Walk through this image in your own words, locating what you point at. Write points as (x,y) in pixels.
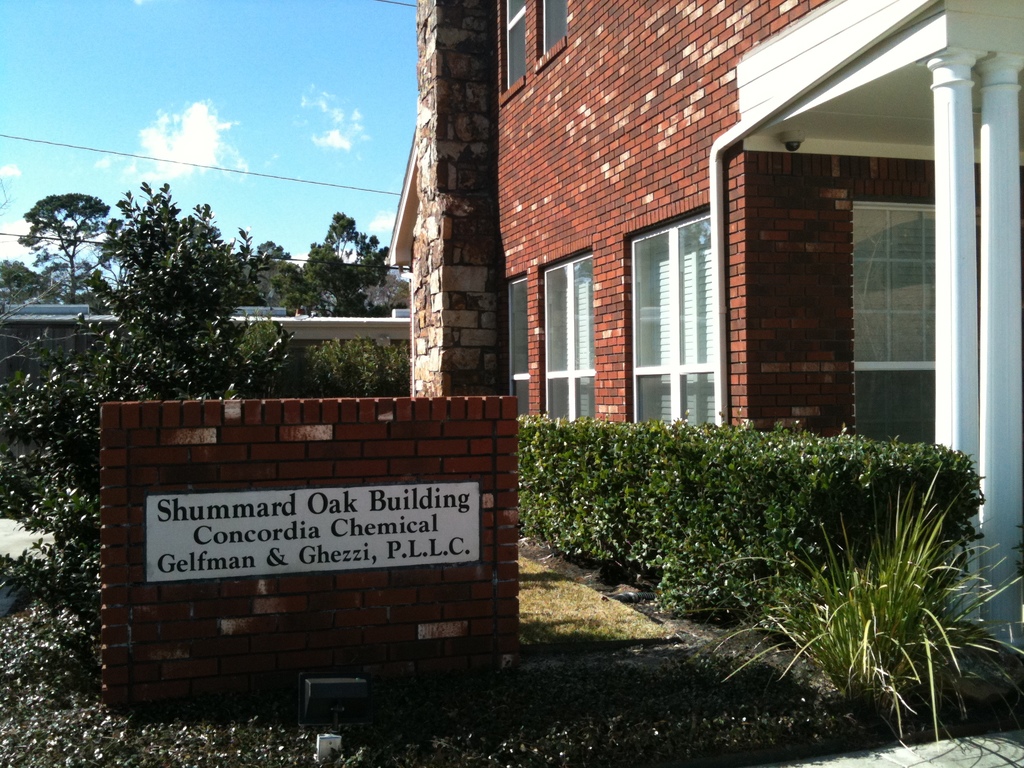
In this image, we can see a name board (309,550) on the brick wall (160,583). Here we can see plants (63,644), trees (65,472), house (618,413), glass windows (585,312), pillars (997,388). Background (383,337) we can see building (380,319) and sky (324,232).
